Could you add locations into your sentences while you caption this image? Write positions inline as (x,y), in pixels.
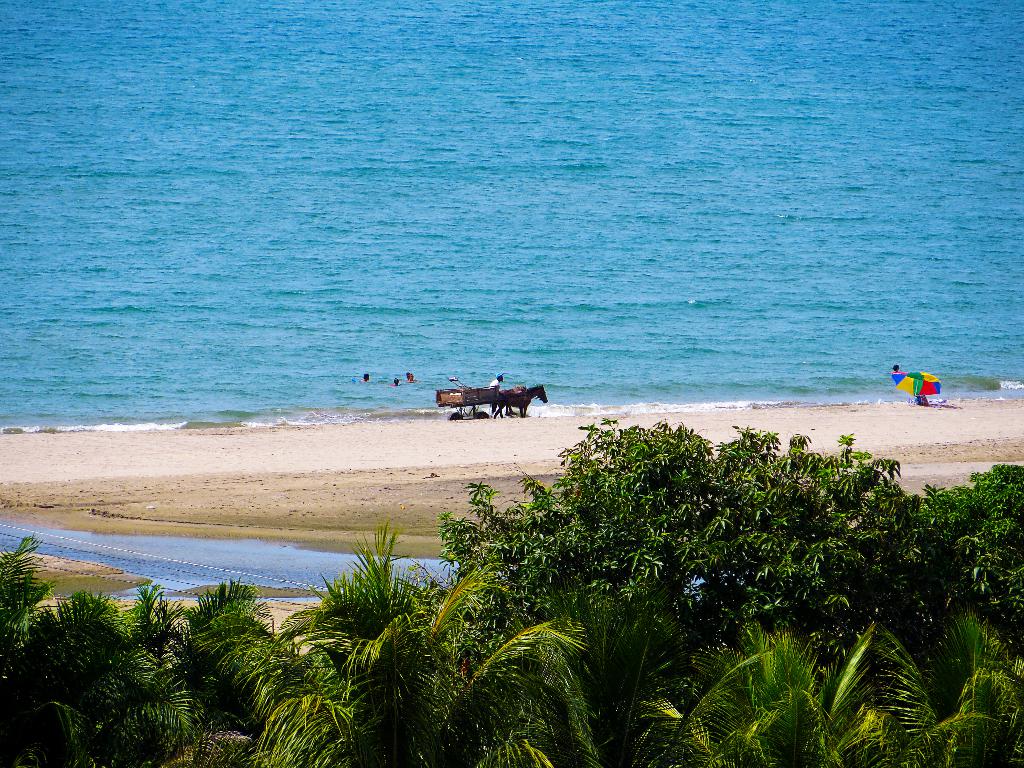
In the image we can see there are lot of trees (576,608) and there is a horse cart (536,392) standing near the sea shore (408,442). There is an umbrella (916,377) kept on the sand (899,417) and there are other people (396,379) swimming in the water (383,378).
